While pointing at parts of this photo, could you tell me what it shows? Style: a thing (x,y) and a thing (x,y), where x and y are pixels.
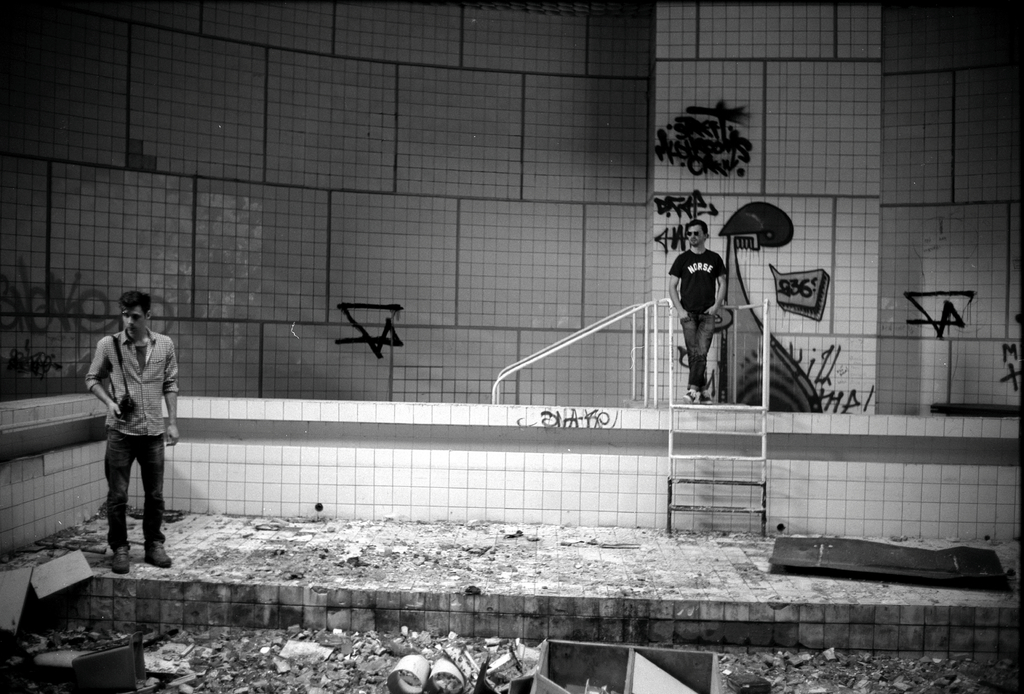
In the center of the image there is a person (680,272) standing on the floor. In front of him there are stairs (734,455). On the left side of the image (122,514) there is another person (151,498) standing on the floor (173,533). Behind him there is a wall (451,177) with some painting (939,291) on it. At the bottom of the image (311,682) there are few objects (807,679) on the surface (883,677).
